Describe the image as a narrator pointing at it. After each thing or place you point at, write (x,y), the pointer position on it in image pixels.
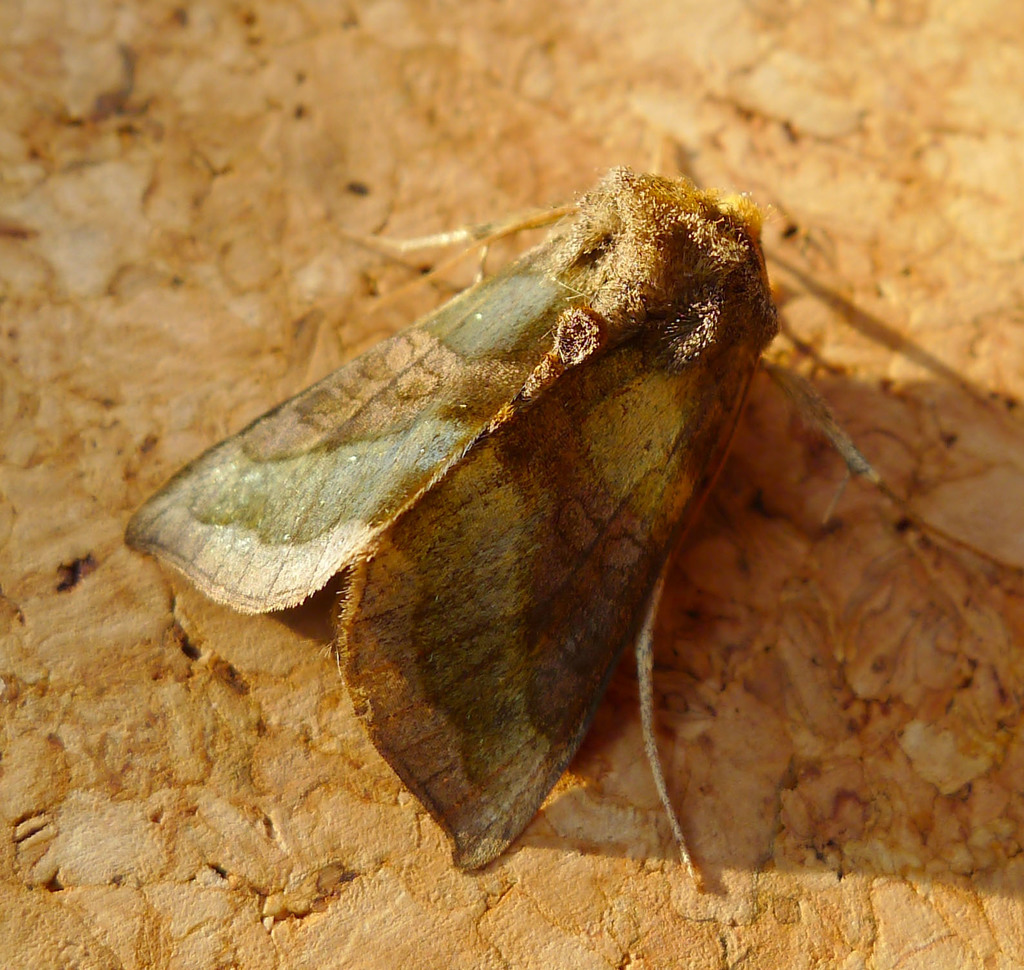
In this image there is a moth (490,563) on the surface (871,414).
